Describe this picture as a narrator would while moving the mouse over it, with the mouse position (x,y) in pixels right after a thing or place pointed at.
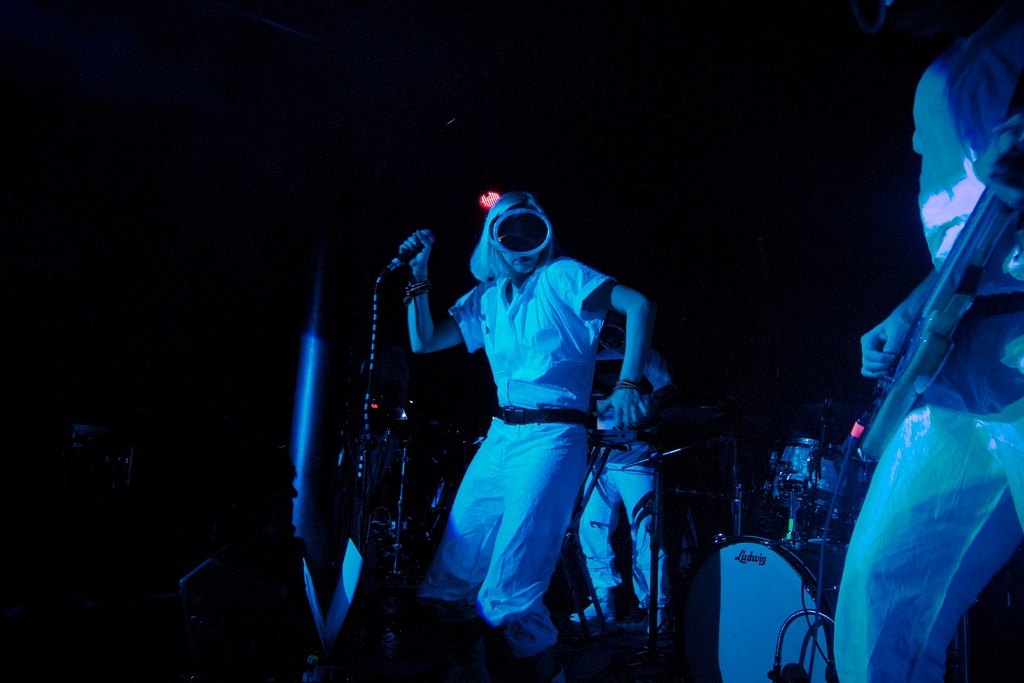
This image is taken in a concert. In this image the background (325,137) is dark. On the right side of the image (890,366) a person (904,576) is standing and playing music with a guitar (930,316). There are a few musical instruments (744,555). In the middle of the image (559,378) two people (552,417) are standing on the dais (612,641) and there is a mic (408,259).
